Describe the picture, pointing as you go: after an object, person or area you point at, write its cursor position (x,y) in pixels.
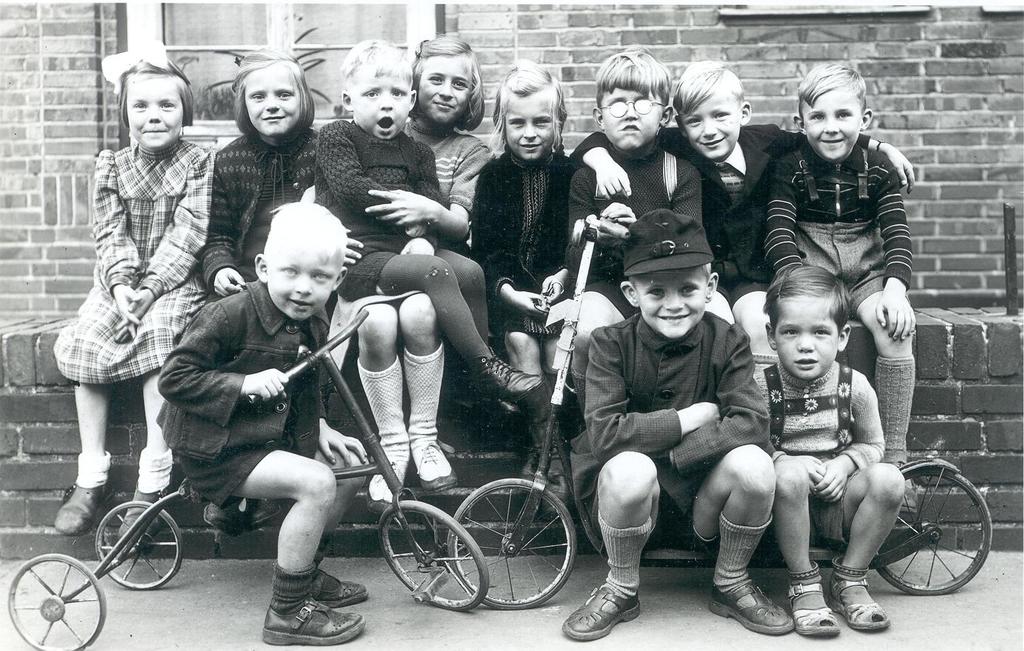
In this picture, there is a wall (964,406) made of bricks (978,403) in black color, There are some kids (823,219) sitting and there are some bicycles (515,539), In the background (384,26) there is a window (381,25) which is in white color.
